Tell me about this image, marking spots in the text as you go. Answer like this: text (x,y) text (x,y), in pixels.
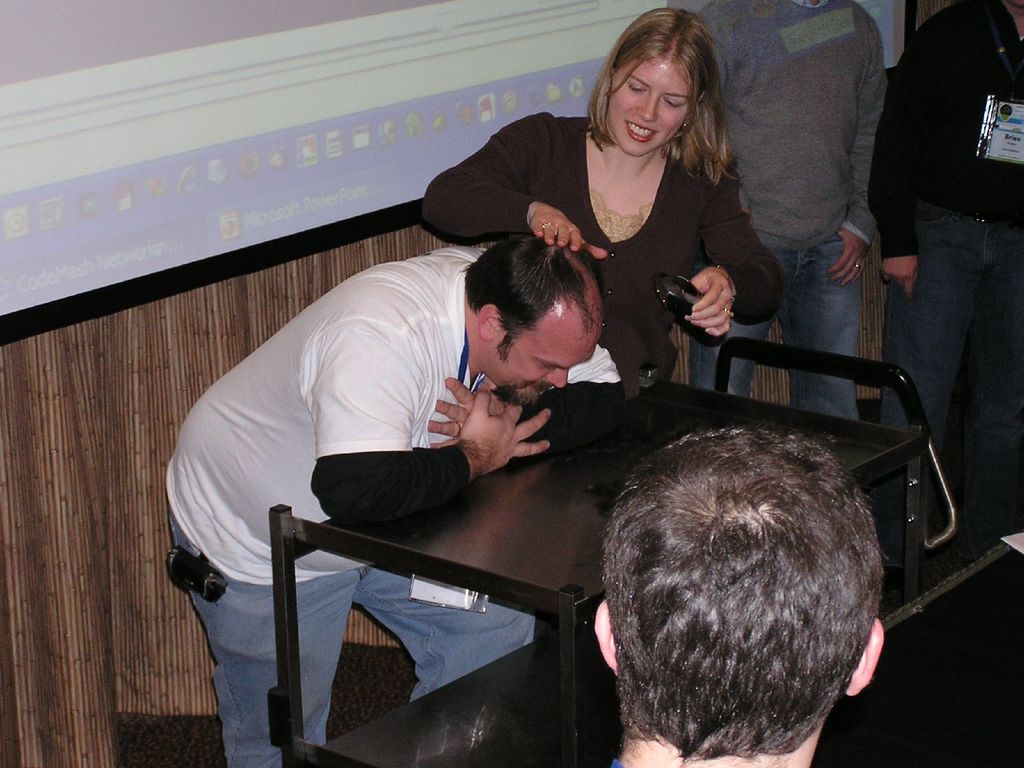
In the middle (491,502) there is a table (440,555), near the table (651,447) there are two people (603,289), In the middle (615,269) there is a woman (627,255) she wear brown top (525,192) she is smiling, her hair (656,46) is short. On the left (311,504) there is a man (300,469), he wear white t shirt (300,425) and trouser (219,669). On the right (893,247) there are two men (904,234) standing. In the middle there is a man (703,653). In the background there is a projector screen (307,140).
